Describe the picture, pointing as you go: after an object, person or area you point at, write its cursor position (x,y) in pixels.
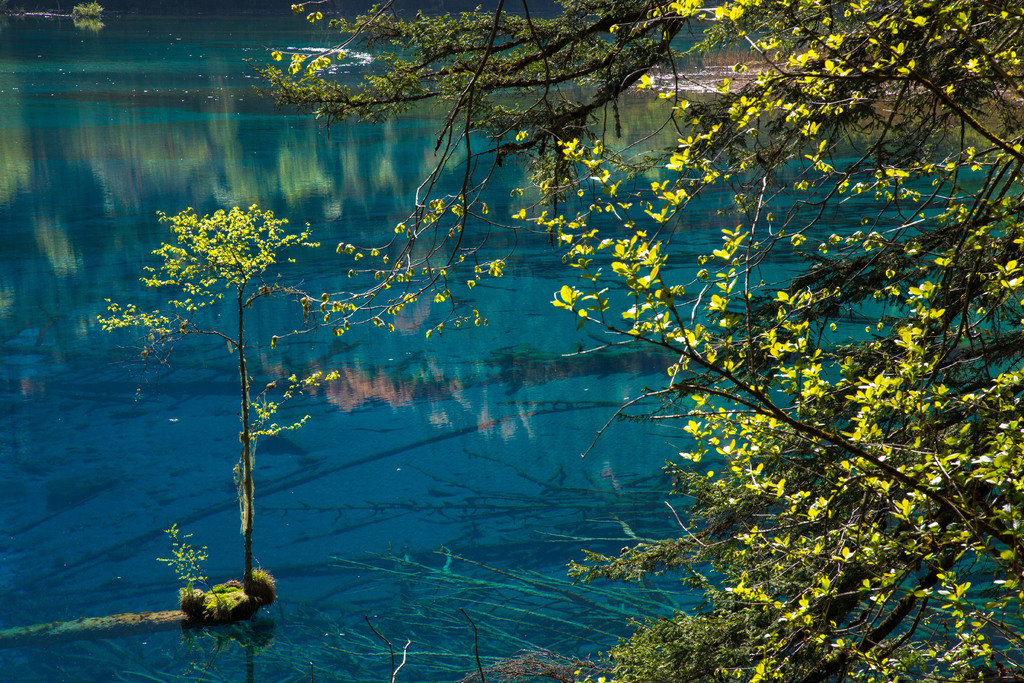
In this picture we can see some leaves (742,361) to the trees (768,178) and we can see water (30,230).
